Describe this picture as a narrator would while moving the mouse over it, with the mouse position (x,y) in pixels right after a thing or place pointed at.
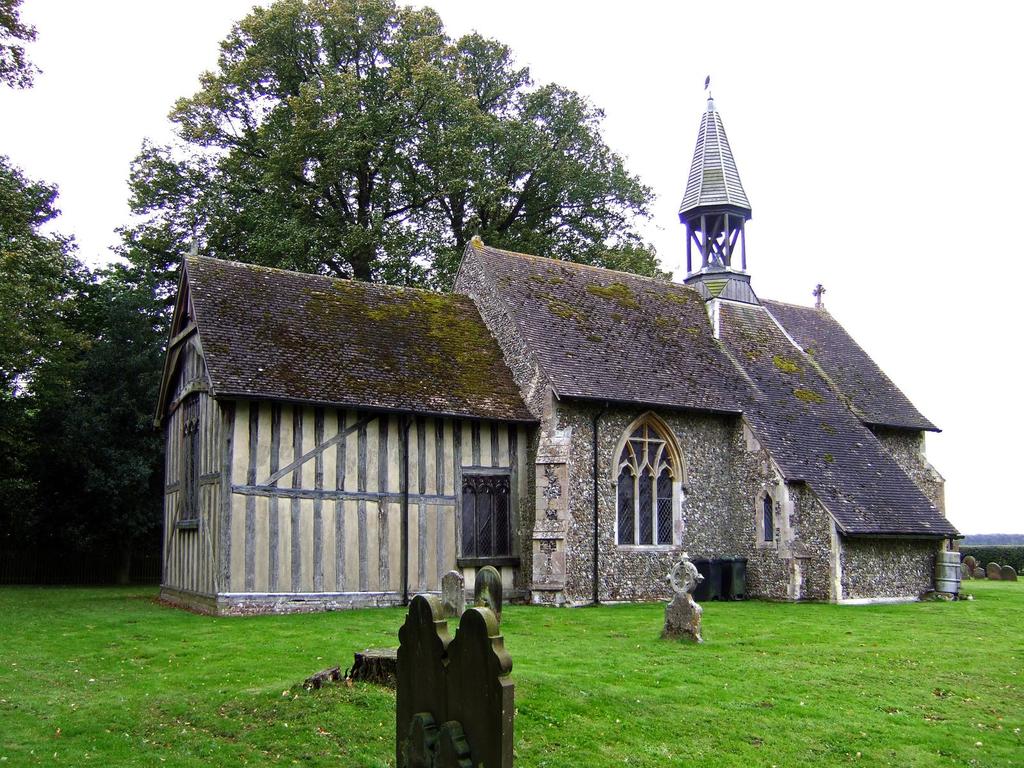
In the foreground (268,405) I can see grass (633,659) and a house (594,563). In the background (301,169) I can see trees (397,213) and the sky (844,98). This image is taken during a day.
